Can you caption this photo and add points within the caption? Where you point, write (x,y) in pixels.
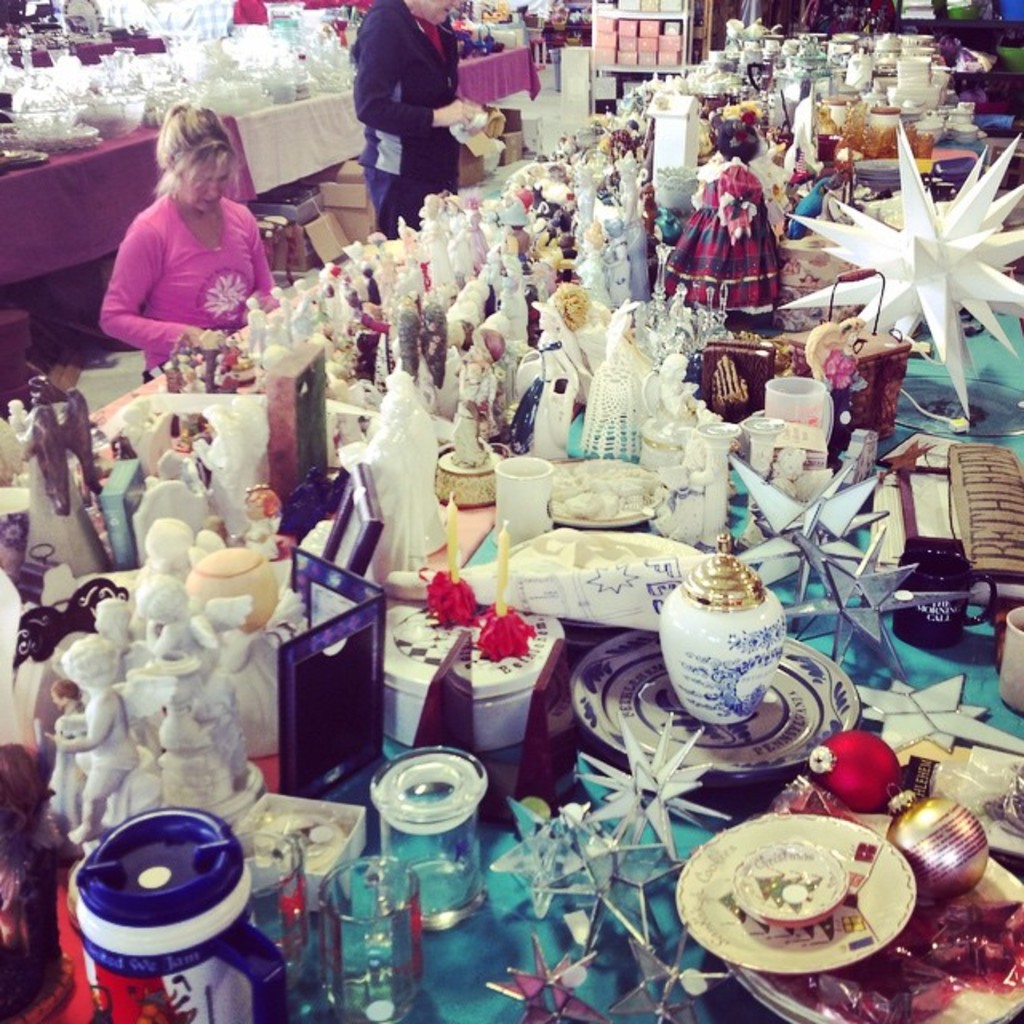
in this picture there are many sculptures (516,402) present on the table (446,528) there are two persons (376,166) one person (218,181) woman (209,191) and another person (456,103) man (409,107) doing some work near the sculpture (12,435).
